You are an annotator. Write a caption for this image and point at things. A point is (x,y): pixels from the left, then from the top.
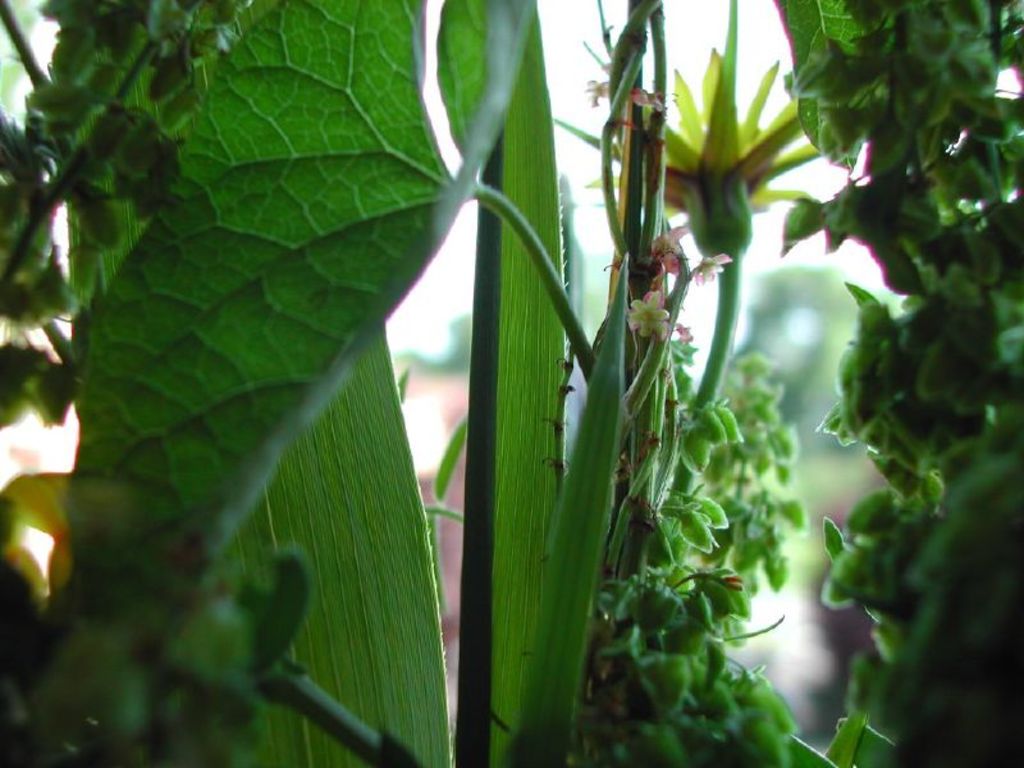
In this image we can see few plants (939,67) a flower (734,238) and a blurry background (815,367).
